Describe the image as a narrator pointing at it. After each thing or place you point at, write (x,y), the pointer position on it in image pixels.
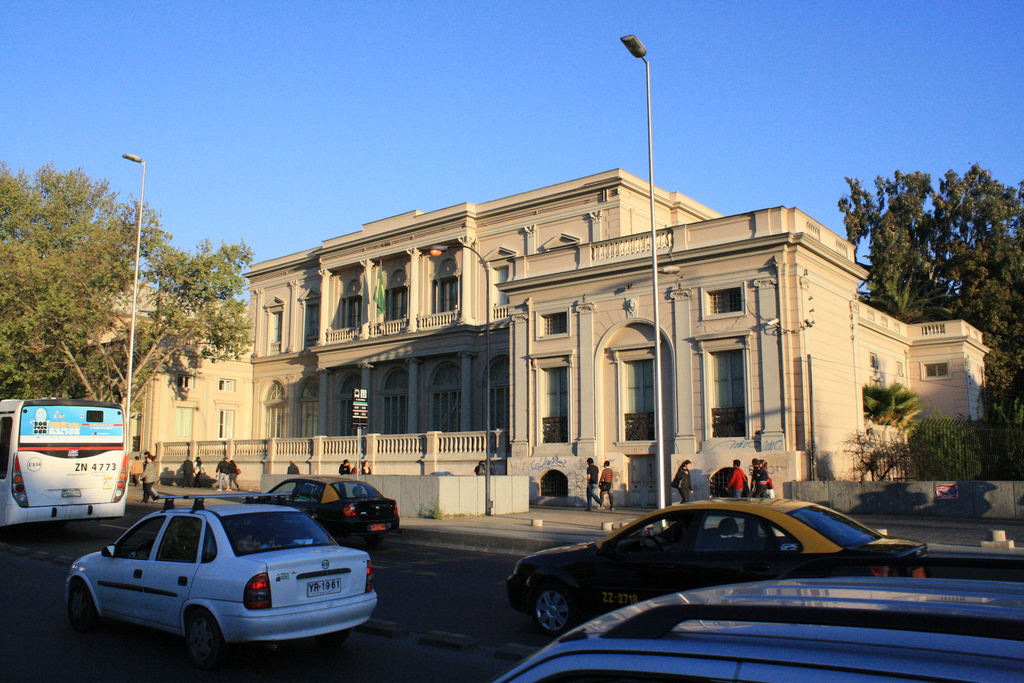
In this picture we can see a few vehicles (165,532) on the road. There are some people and street lights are visible on the path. We can see a black board (359,397) on a pole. There are a few trees (967,185) and a building (527,448) in the background (317,473). Sky (379,179) is blue in color.
